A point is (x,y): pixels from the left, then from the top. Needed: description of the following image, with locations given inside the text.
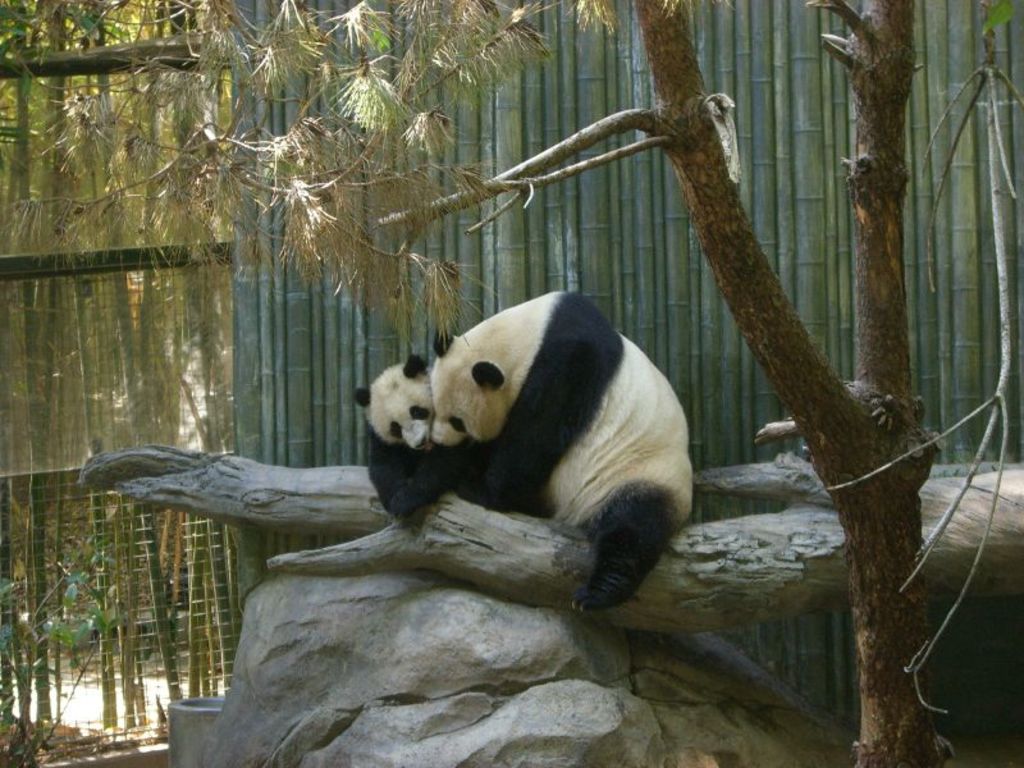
In this image I can see two animals (462,410), they are in cream and black color. Background (258,302) I can see few bamboo sticks (297,311), the railing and the trees (98,105) are in green color.
